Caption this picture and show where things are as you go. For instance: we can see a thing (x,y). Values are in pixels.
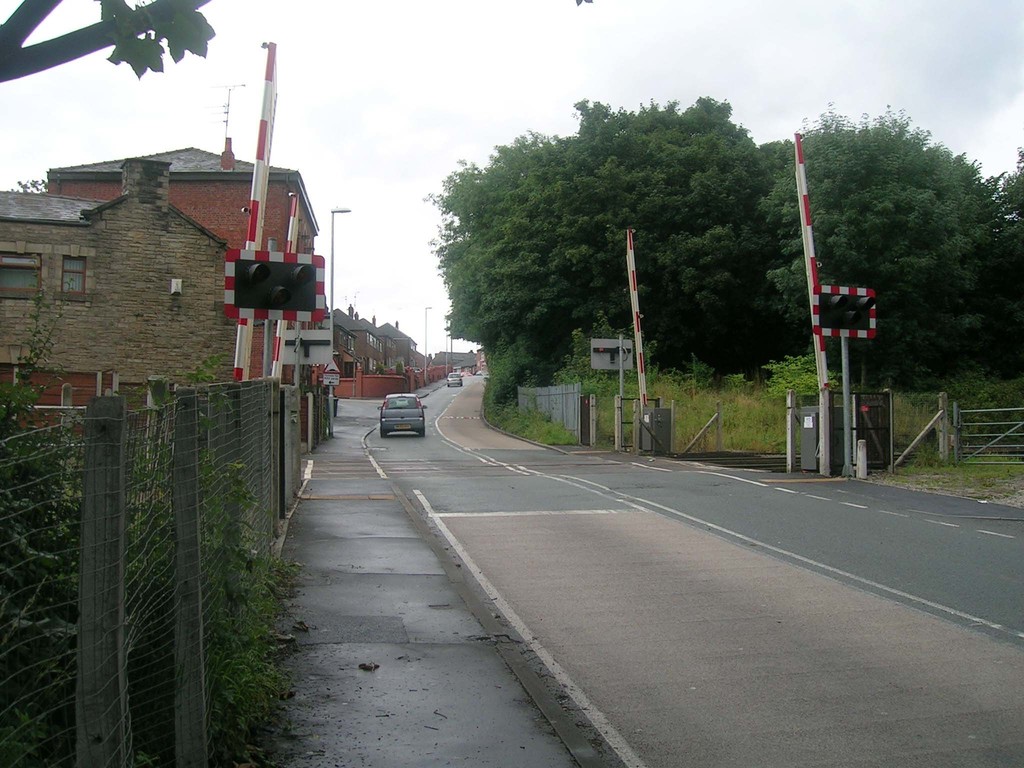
We can see vehicles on the road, fences (225,459), plants (3,382) and traffic signals (231,266) on poles (845,415). In the background (354,348) we can see trees (504,319), buildings (381,345), lights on poles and sky (342,104).
